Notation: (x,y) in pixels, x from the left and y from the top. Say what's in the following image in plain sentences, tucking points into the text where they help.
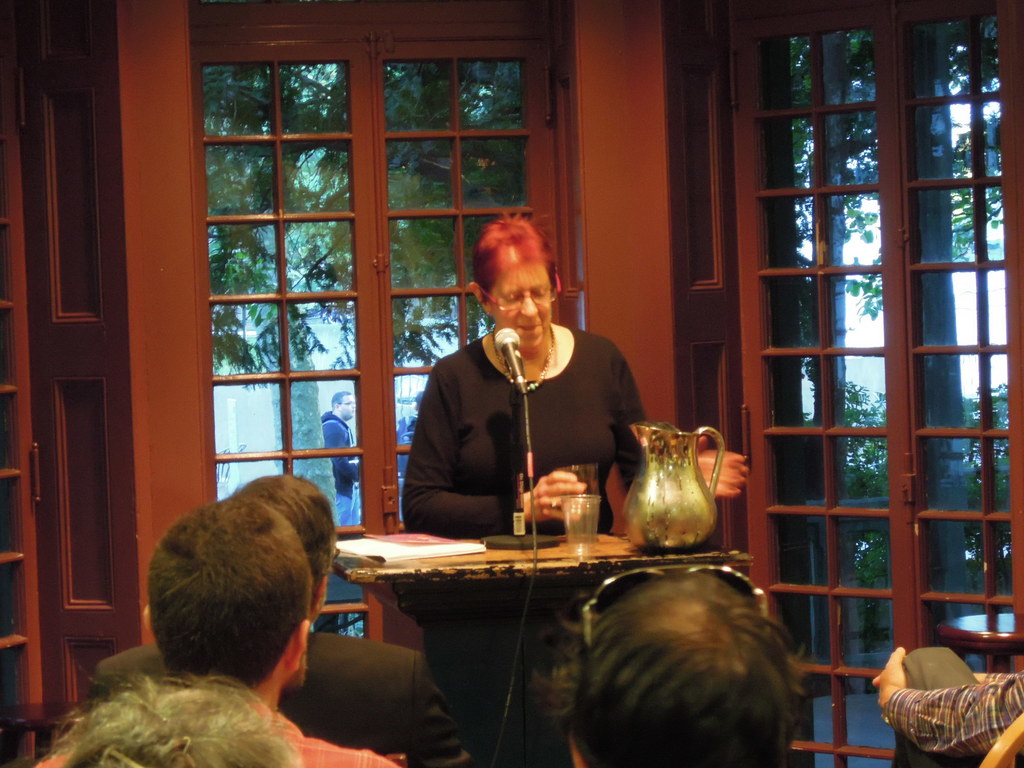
In the picture I can see a woman (540,351) wearing black dress (535,409) is standing and there is a stand (450,570) in front of her which has a mic (498,543) and some other objects (418,537) placed on it and there are few audience (582,661) in front of her and there is a glass door (430,156) in the background (360,229).
